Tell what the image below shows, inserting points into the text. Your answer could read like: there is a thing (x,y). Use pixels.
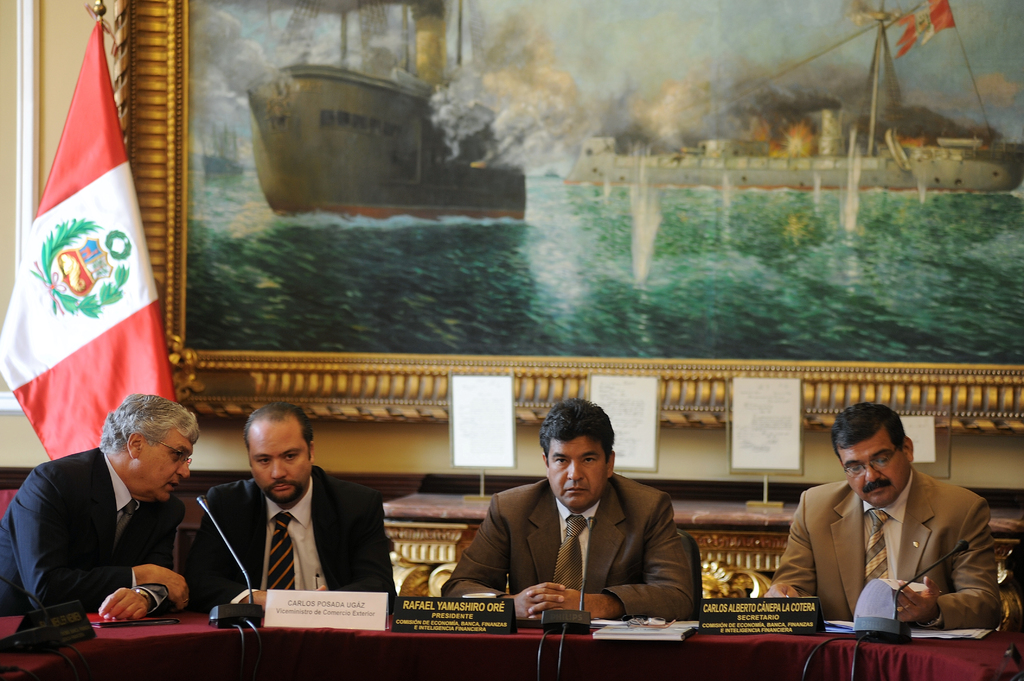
In this picture, we see four men (448,584) are sitting on the chairs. In front of them, we see a table (609,666) on which name boards (489,629), microphones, papers (676,630) and books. Behind them, we see a table (680,508) on which small white color boards (791,440) are placed. On the left side (60,389), we see a flag (79,189) in red, white and green color. In the background (44,93), we see a wall (47,119) on which a photo frame (629,257) is placed.
